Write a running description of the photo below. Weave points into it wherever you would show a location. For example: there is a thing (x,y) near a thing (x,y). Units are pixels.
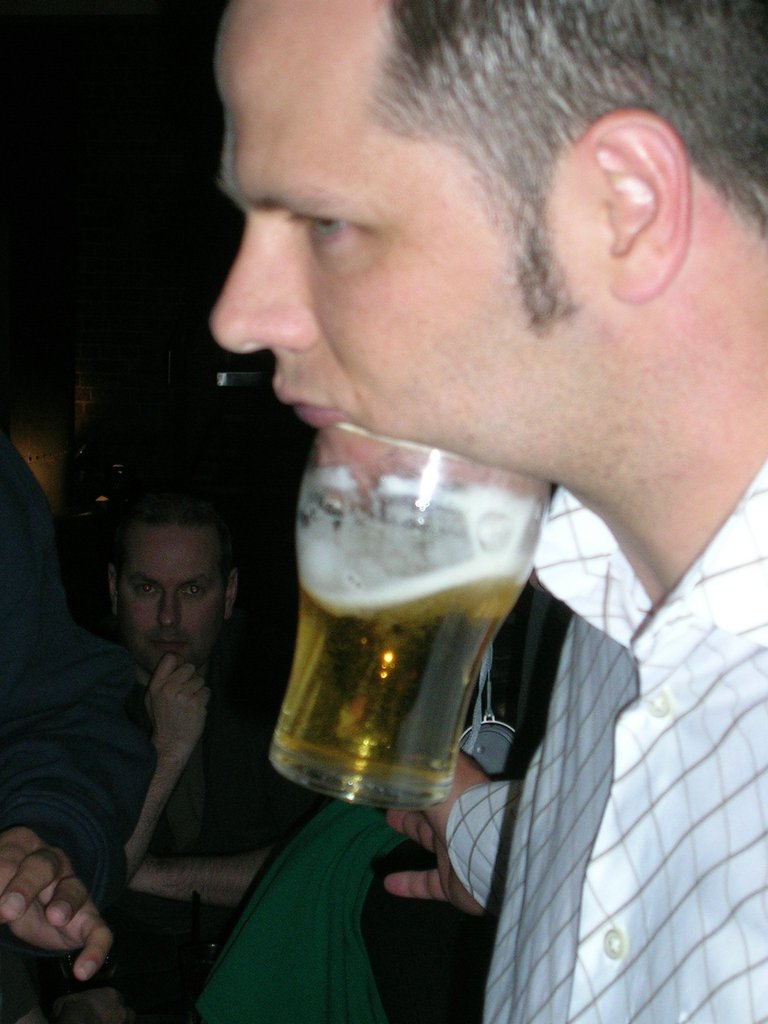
Here we can see two men (485,430) and this is glass (484,584) with the drink (405,669).
